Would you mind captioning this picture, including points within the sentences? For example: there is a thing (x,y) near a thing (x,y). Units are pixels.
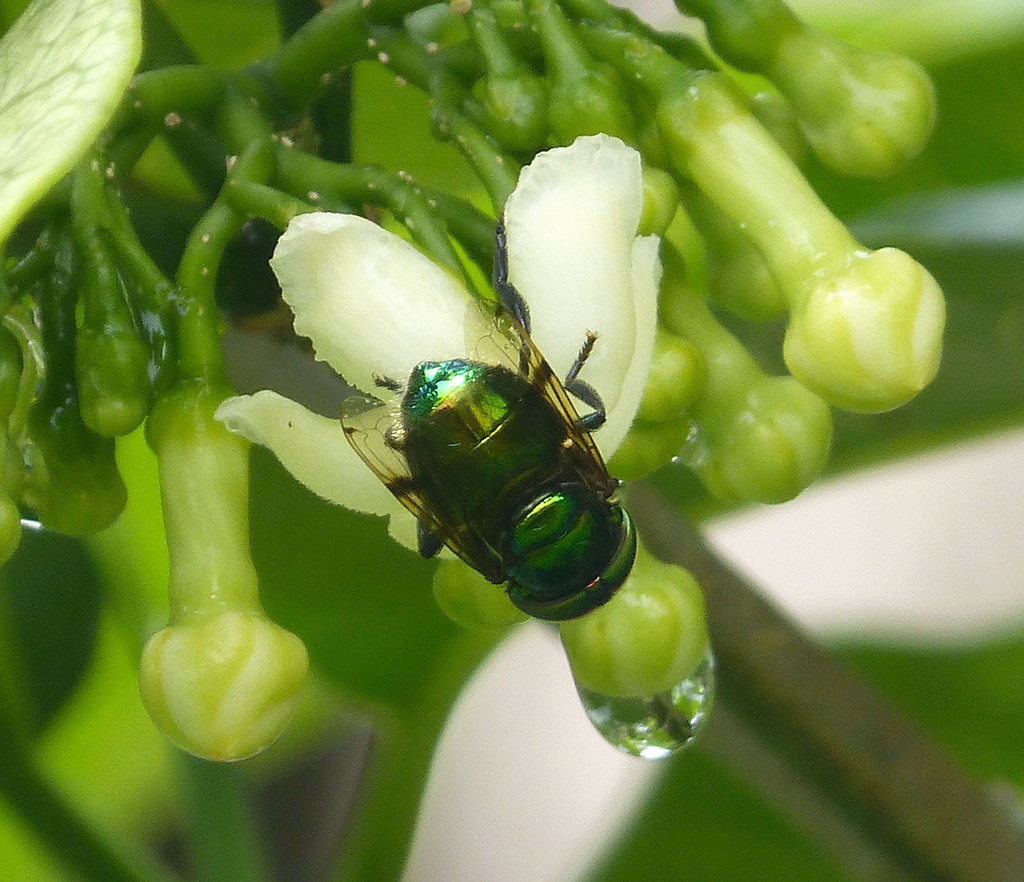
In this image, I can see a house fly (536,416) on a flower (624,285). These are the flower buds (261,639) to the stem (351,51). I can see a water drop (667,724). The background (1019,741) looks blurry.
